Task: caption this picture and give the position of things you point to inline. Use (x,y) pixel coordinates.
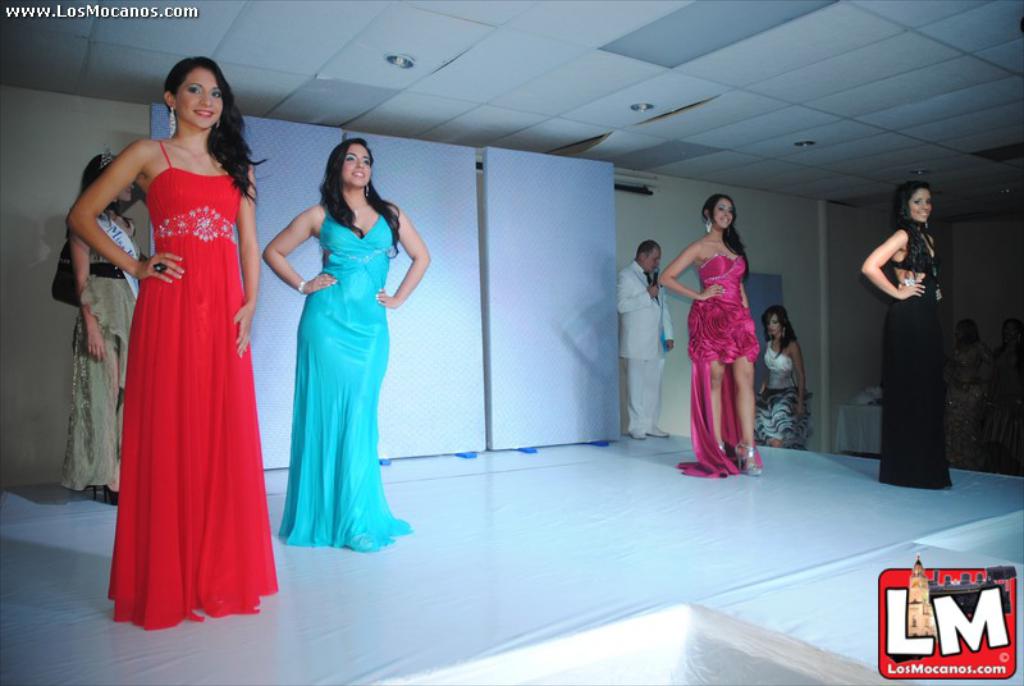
In this image we can see five women (365,349) are standing on the floor (638,456) and there is a man (654,414) holding a mike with his hand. In the background (594,272) we can see boards (611,352), wall (816,342), pole (825,436), ceiling (1006,66), lights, and few people (984,466). At the bottom of the image (920,572) we can see a logo (938,593) and at the top of the image (16,16) we can see text (131,10) written on it.
